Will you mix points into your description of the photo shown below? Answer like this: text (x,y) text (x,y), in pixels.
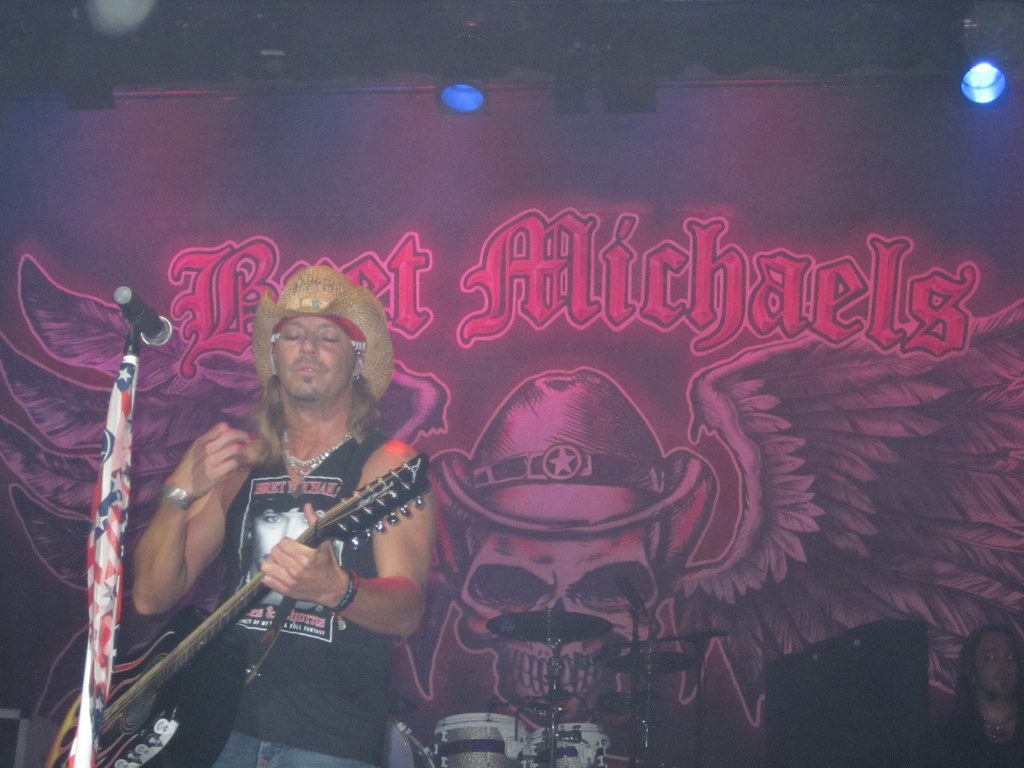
This image is clicked in a musical concert. It has light (979,83) in the top (964,76) and there is a banner (554,311) on back side, there are drums (442,751) placed in the middle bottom side, there is a person (1020,689) sitting in the bottom right corner (974,745), on the left (194,504) there is a person (242,502) who is standing he is playing guitar (170,715) there is a mic (98,708) in front of him.
